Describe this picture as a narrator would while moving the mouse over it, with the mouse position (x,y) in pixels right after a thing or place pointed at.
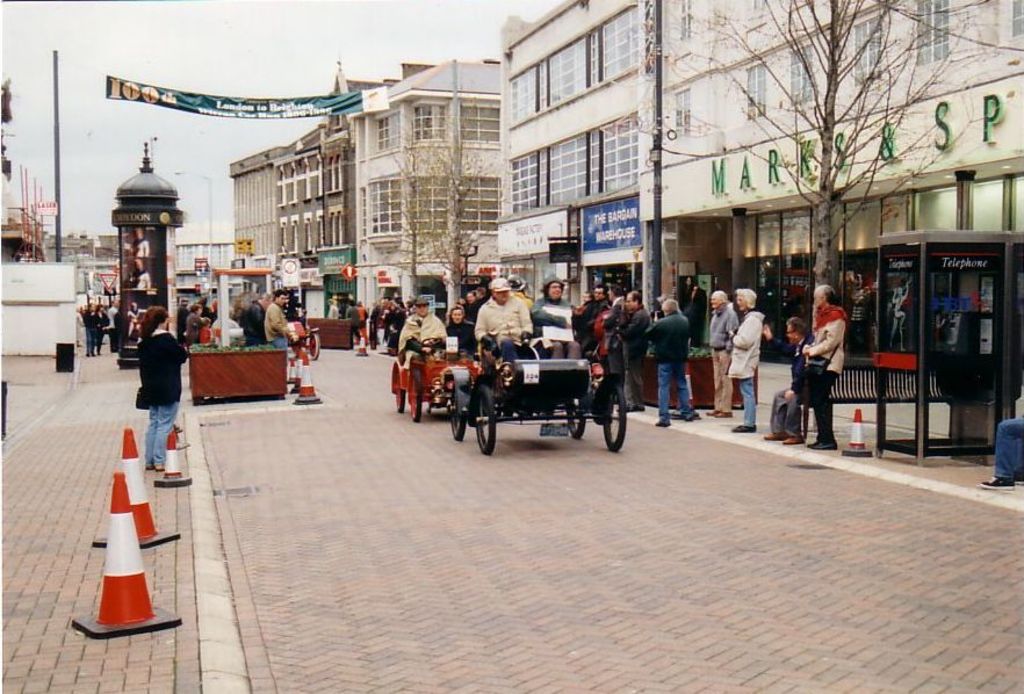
In this picture there is a group of persons (492,325) were sitting on the car (573,375), beside them we can see another group of person (610,342) were standing near to the pole (659,267), trees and door (765,280). On the right (684,79) we can see the buildings (425,177). On the left (164,436) we can see woman (160,408) who is standing near to the traffic cones (123,578). In the background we can see street lights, poles (61,259) and the traffic signals (200,275). At the top (257,91) we can see sky (259,35) and clouds (241,19).
